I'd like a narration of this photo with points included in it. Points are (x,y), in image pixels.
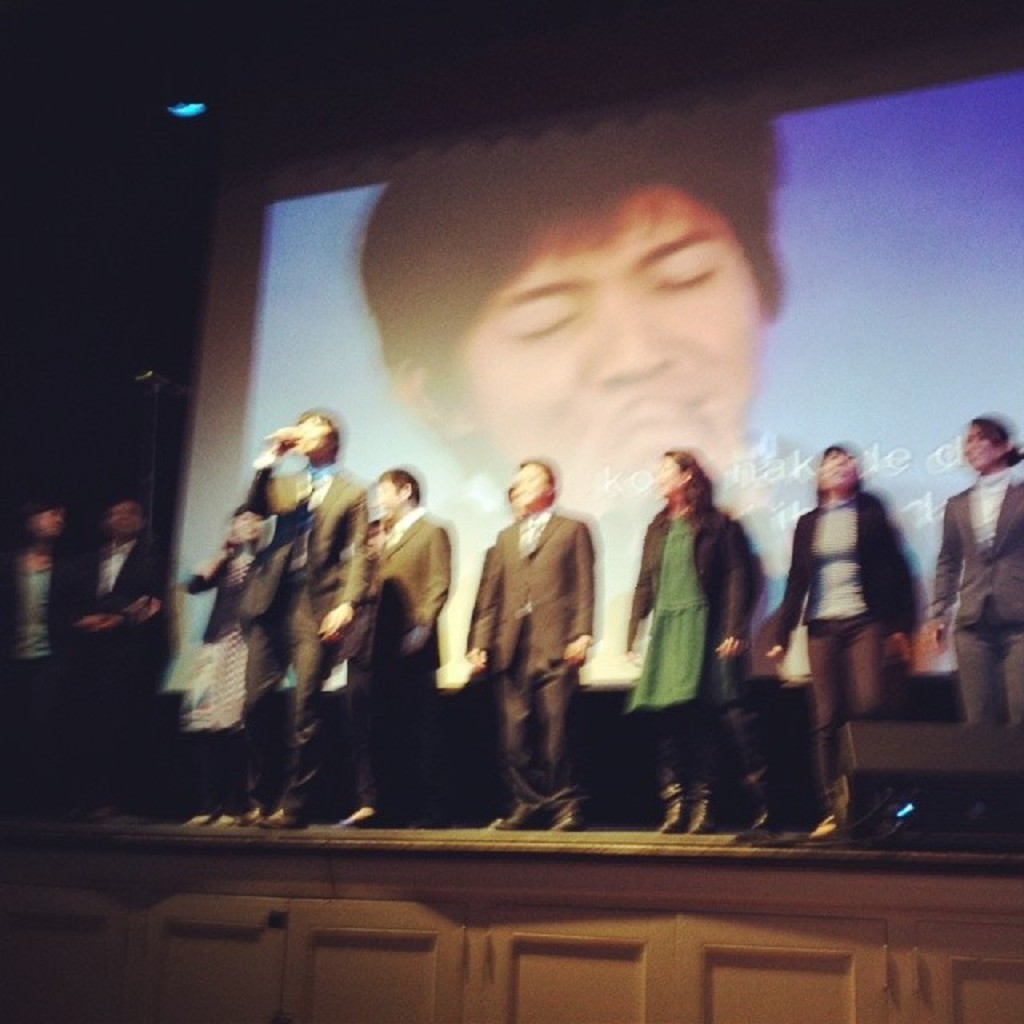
In this image there are few people (978,594) standing on the stage (206,843). Behind them there is a projector screen (465,297).
